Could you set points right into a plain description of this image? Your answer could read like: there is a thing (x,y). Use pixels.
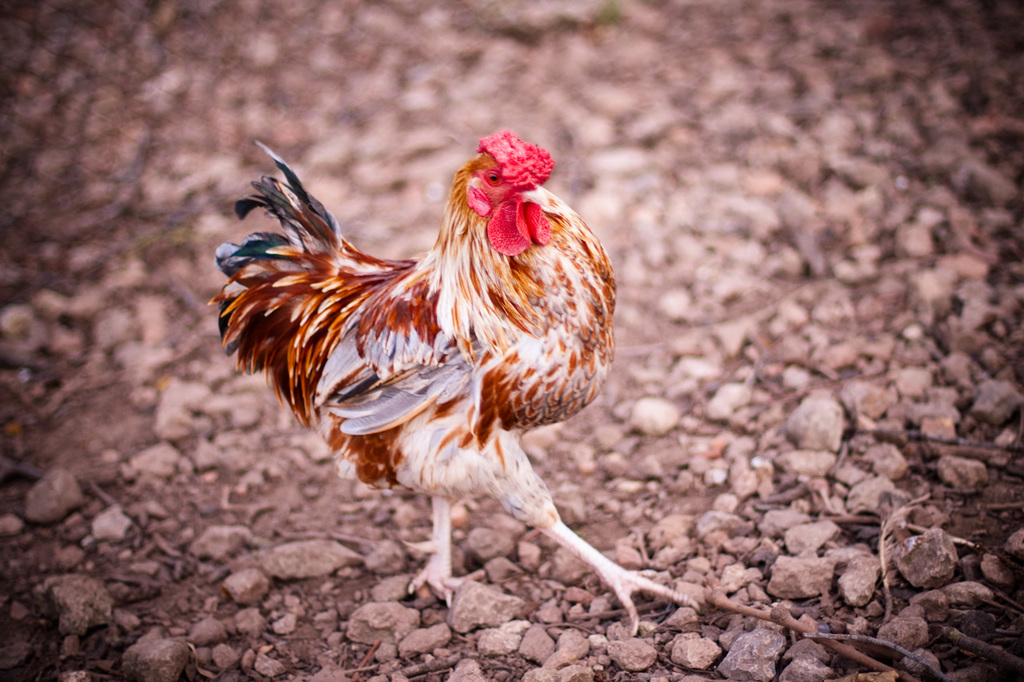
Here we can see a rooster (452,333) walking on the ground (417,555) and we can also see small stones (743,420).
